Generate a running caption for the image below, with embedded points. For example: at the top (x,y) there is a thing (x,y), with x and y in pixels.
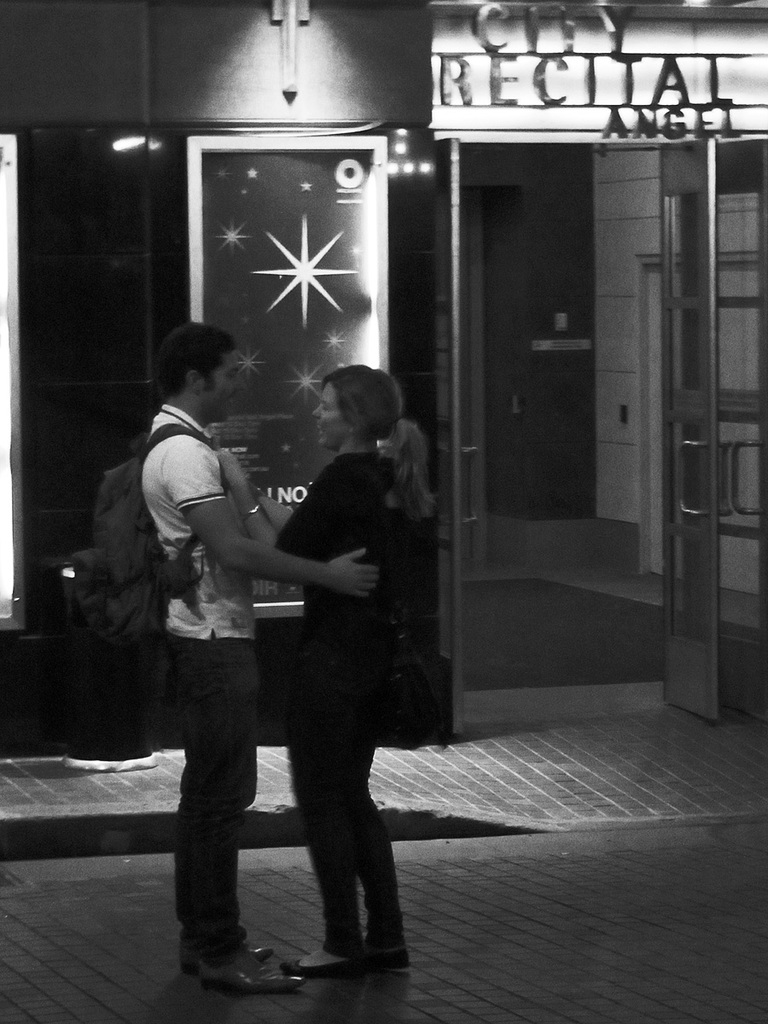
In this picture there is a woman (407,482) who is wearing black dress (328,545) and shoe (347,961). She is standing near to the man (235,655) who is wearing white t-shirt (218,597), bag (190,568), trouser (193,898) and shoe (252,980). On the background (50,357) we can see a building (641,308). On the right (672,379) there is a door (668,343). On the top right (529,101) we can see board (607,118).
